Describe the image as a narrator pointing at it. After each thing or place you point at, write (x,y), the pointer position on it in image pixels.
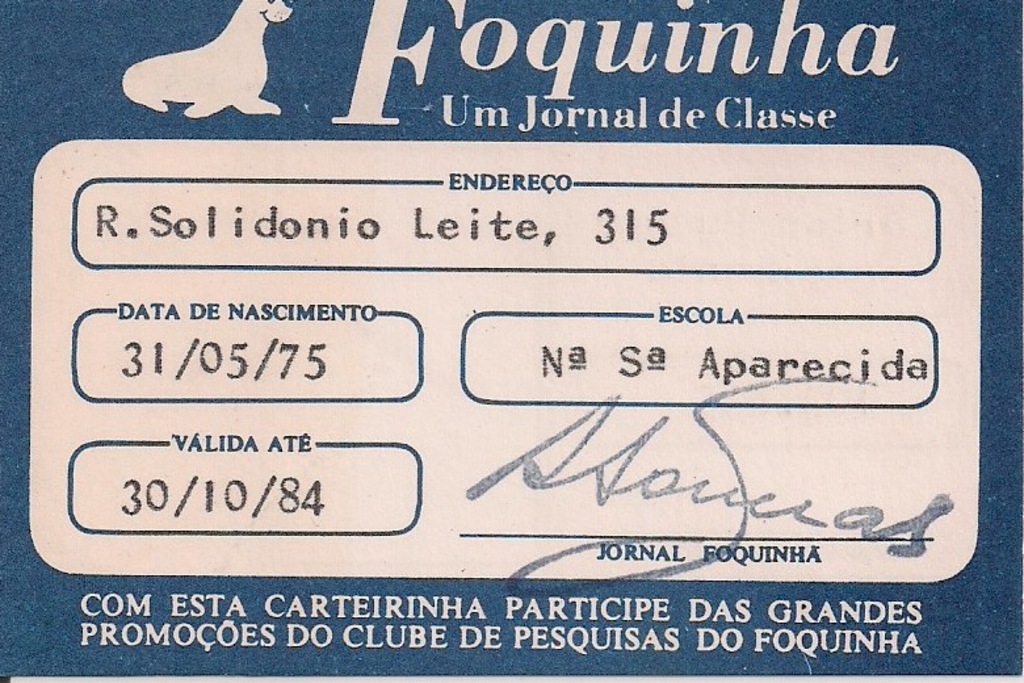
In this picture there is a poster (267,634). There is a picture of a seal (214,107) and there is text (566,598) and there are numbers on the poster (197,335) and there is a signature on the poster (858,496).
